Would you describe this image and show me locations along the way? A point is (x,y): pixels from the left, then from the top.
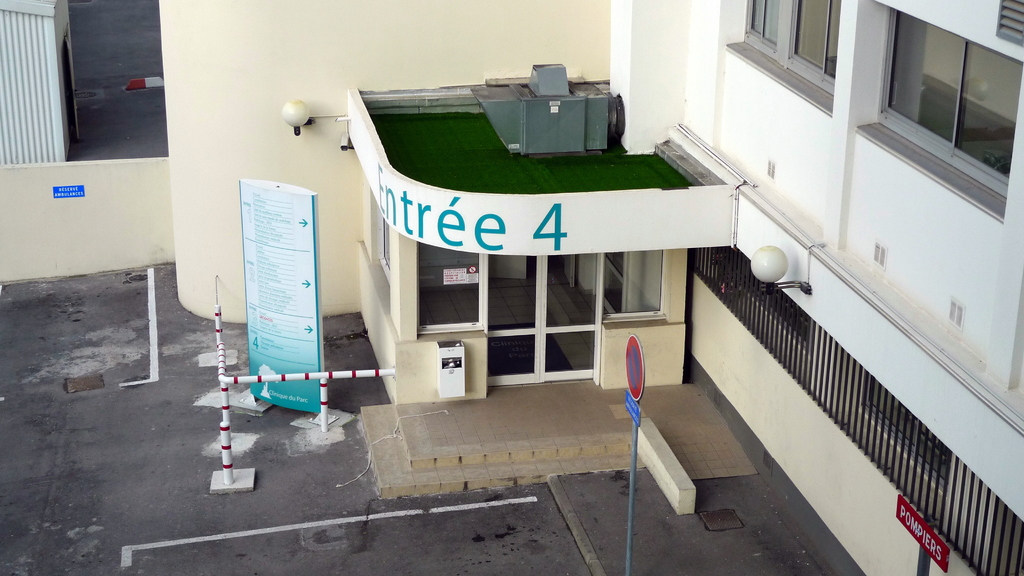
In this image we can see the building (648,155), glass door (567,308) and also windows (613,269) and lights (771,279) and also the house (65,76). We can also see the sign board (633,479), informational board (302,334), barrier (229,462), wall (105,249) and also the text boards (78,192). We can also see the path (89,373).
